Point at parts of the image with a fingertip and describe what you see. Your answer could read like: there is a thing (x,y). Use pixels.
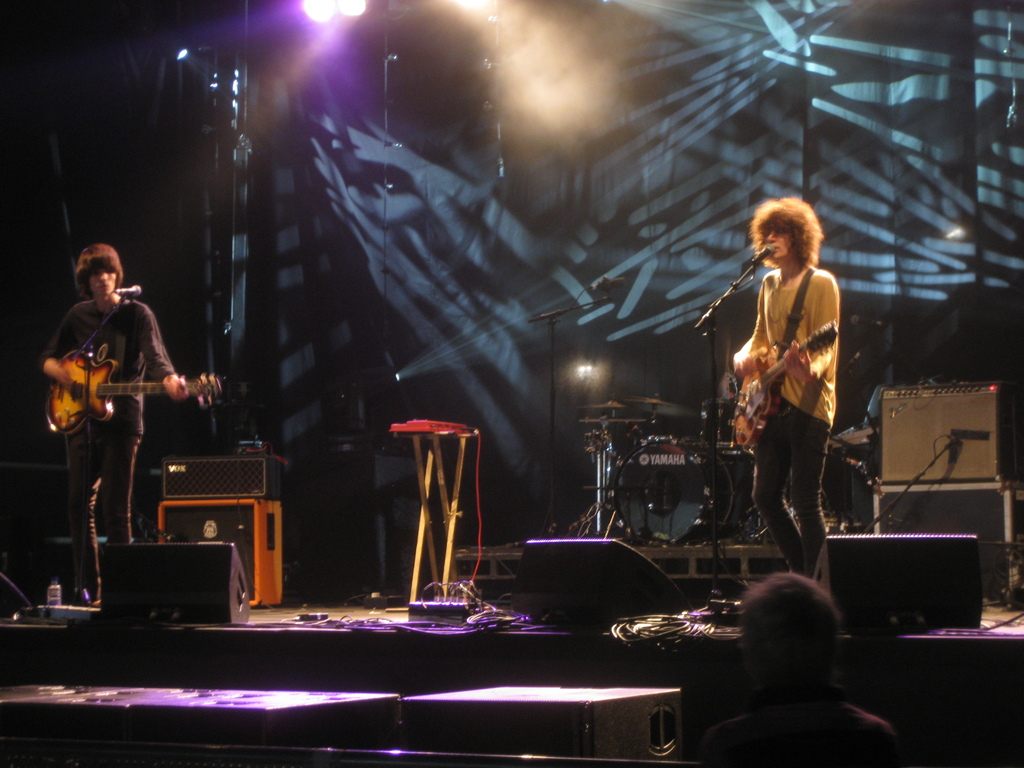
In this picture there are two men (800,301) who are playing guitar (70,362). There is a mic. There are some lights (578,374), bottle (59,589), wire (480,553) and few other objects (651,484) at the background (727,462). There is a person (773,695) standing to the right (778,690).
